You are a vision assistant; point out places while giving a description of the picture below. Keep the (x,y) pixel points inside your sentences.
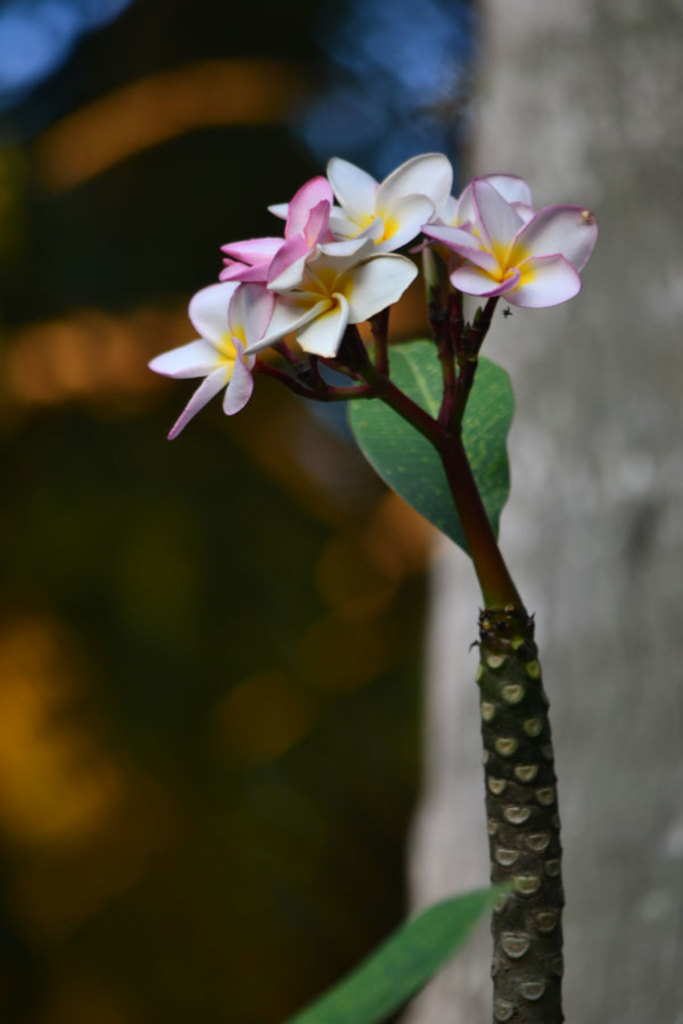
In the center of the image (377,430) there is a plant (454,420) with flowers (431,206). The background of the image (132,60) is blur.
